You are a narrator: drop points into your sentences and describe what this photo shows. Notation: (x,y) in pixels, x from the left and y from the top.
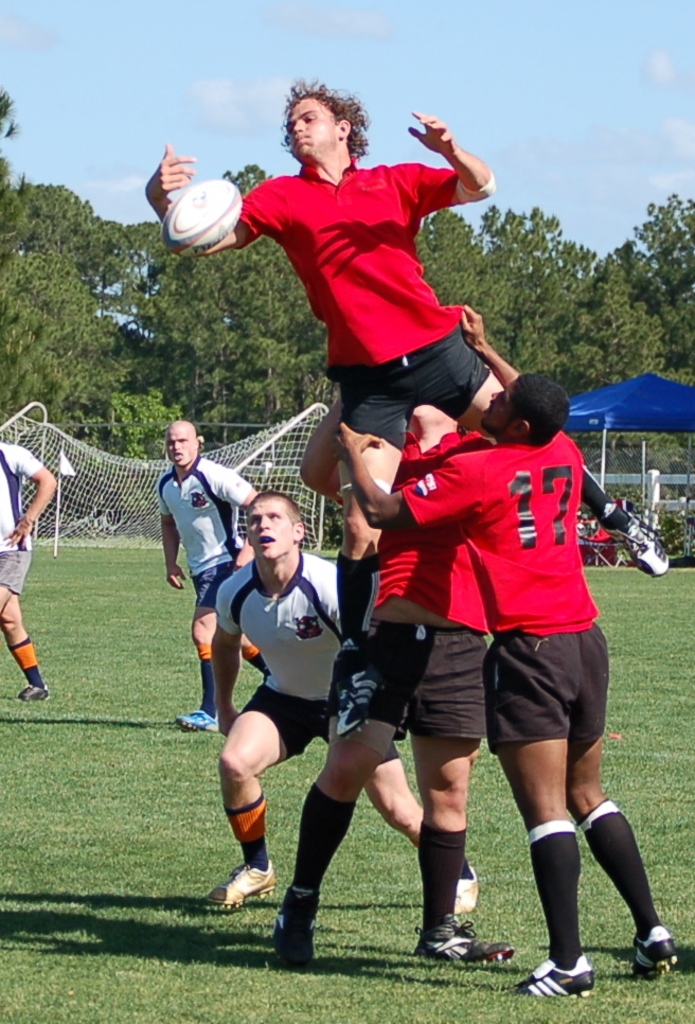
In this picture there are people (331,484) in motion and we can see ball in the air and grass (129,586). In the background of the image (270,479) tent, net (47,458), plants (641,511), trees (683,295) and sky (478,148).
